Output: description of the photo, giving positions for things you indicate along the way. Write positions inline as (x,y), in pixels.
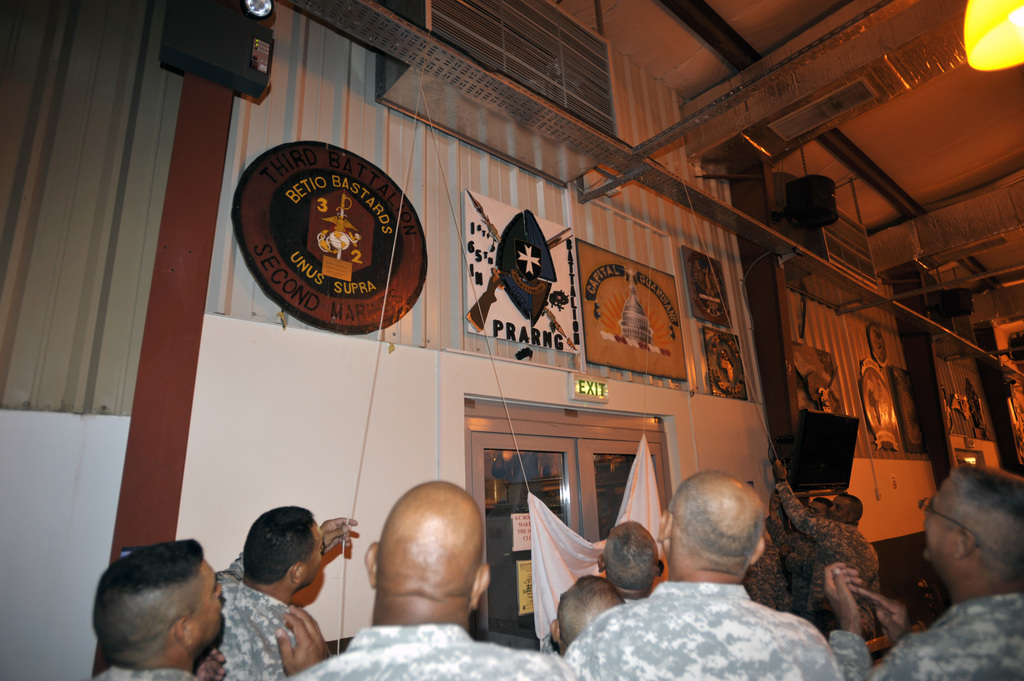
At the bottom (612,565) we can see few persons (679,606) and among them few persons (273,516) are holding rope (350,515) in their hands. There are frames (525,265), badges (359,238), screen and speakers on the wall (7,501) and there is a cloth (531,541) and posters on the door (505,550). On the right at the top (974,24) we can see a light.
